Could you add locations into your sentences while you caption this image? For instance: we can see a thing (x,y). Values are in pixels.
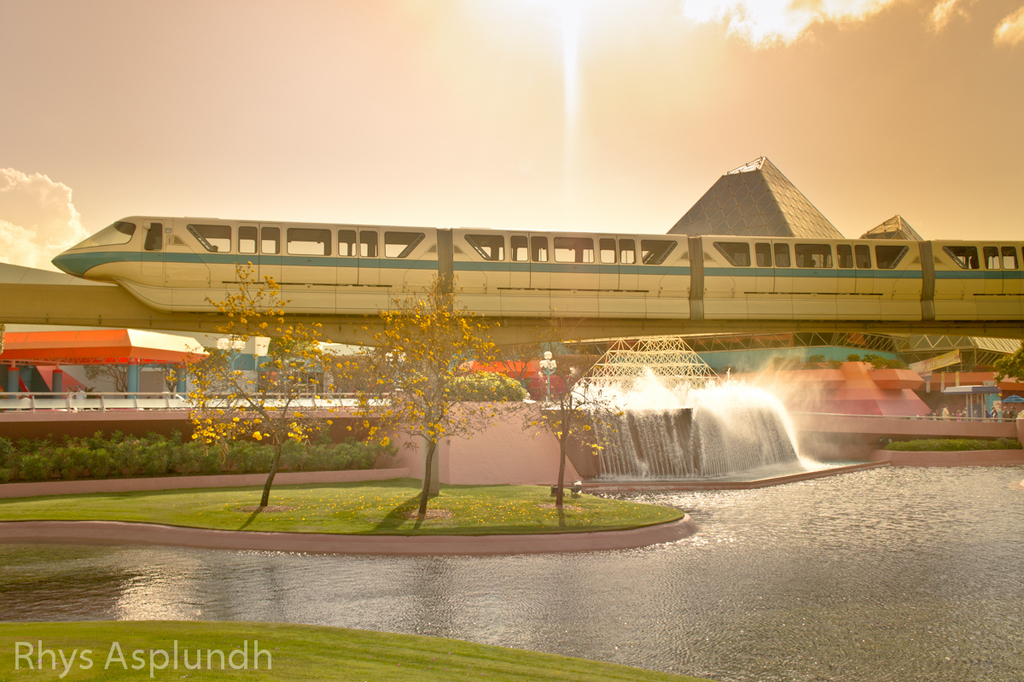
In this image there is grass (433,648). There is water (660,600). There are trees (588,442). There is a bridge (674,329). There is a train (714,287). There are buildings (117,388) in the background (155,351). There are clouds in the sky (297,198).
